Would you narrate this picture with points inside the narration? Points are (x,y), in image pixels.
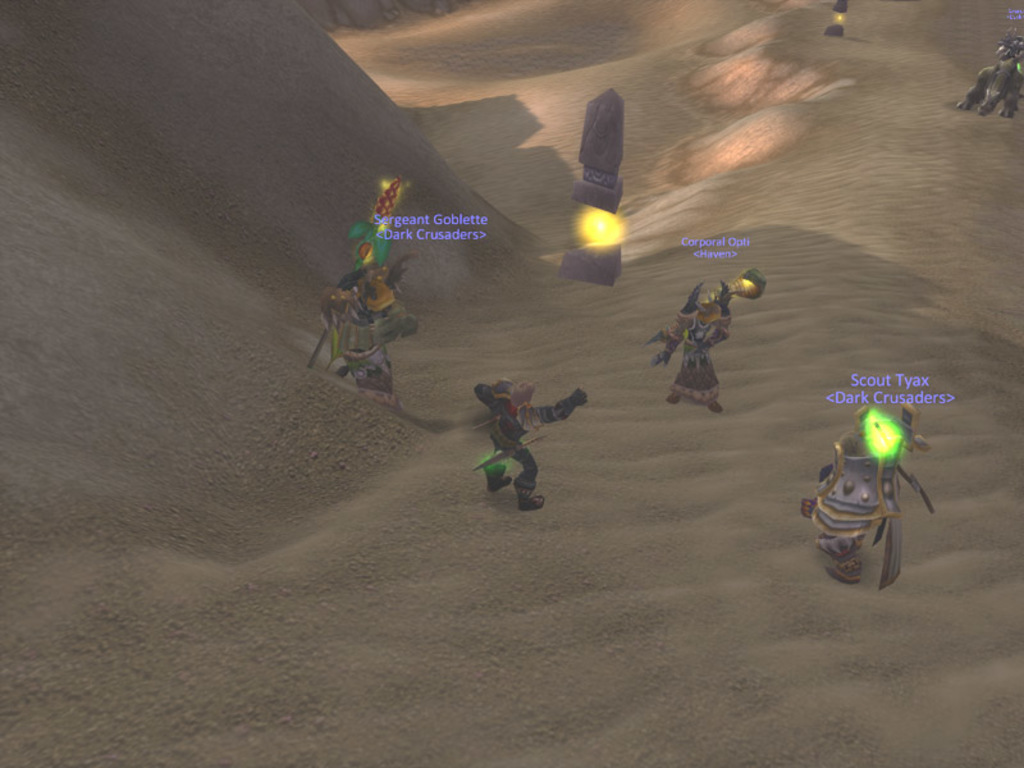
This picture looks like animated video game. Here we can see some zombies (359,287) who are holding sword (879,526). On the top left (99,86) there is a mountain (56,274). Here we can see light (586,214).
